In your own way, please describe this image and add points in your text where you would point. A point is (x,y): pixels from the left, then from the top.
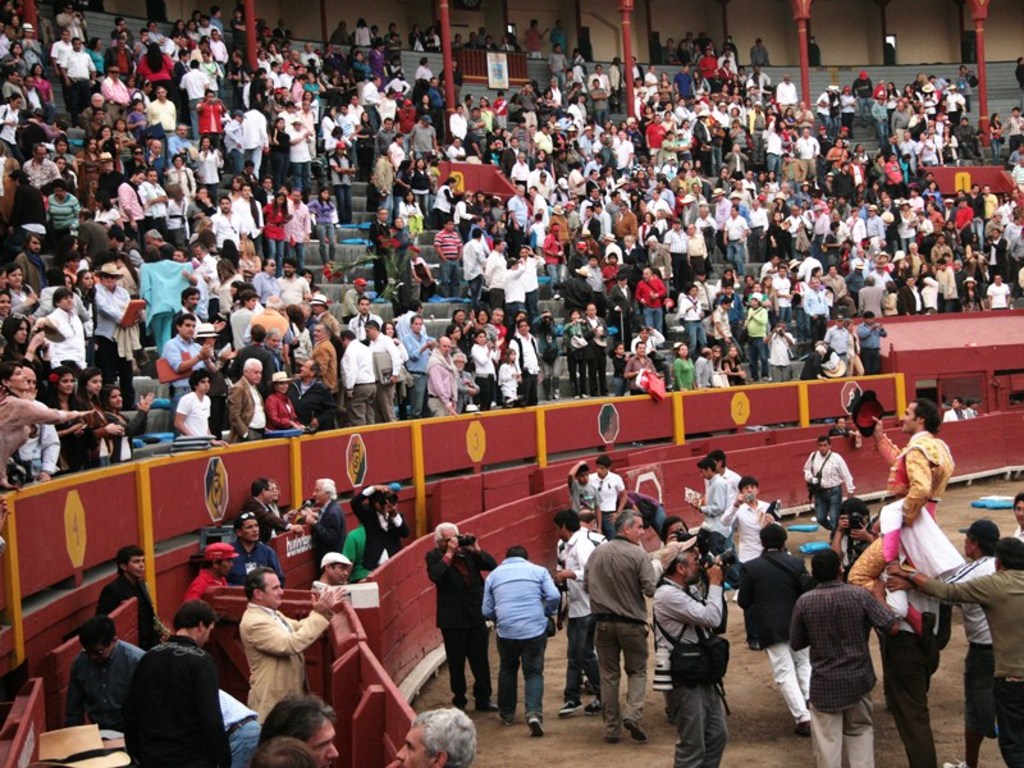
Here on the ground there are few persons (587,536) where few are walking, standing and on the right (877,559) a person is carrying a man (896,561) on his neck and among them a few persons (722,599) are capturing pictures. In the background (91,392) we can see many people (463,108) standing and there are pillars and we can see a fence (422,508) at the bottom (133,526).
